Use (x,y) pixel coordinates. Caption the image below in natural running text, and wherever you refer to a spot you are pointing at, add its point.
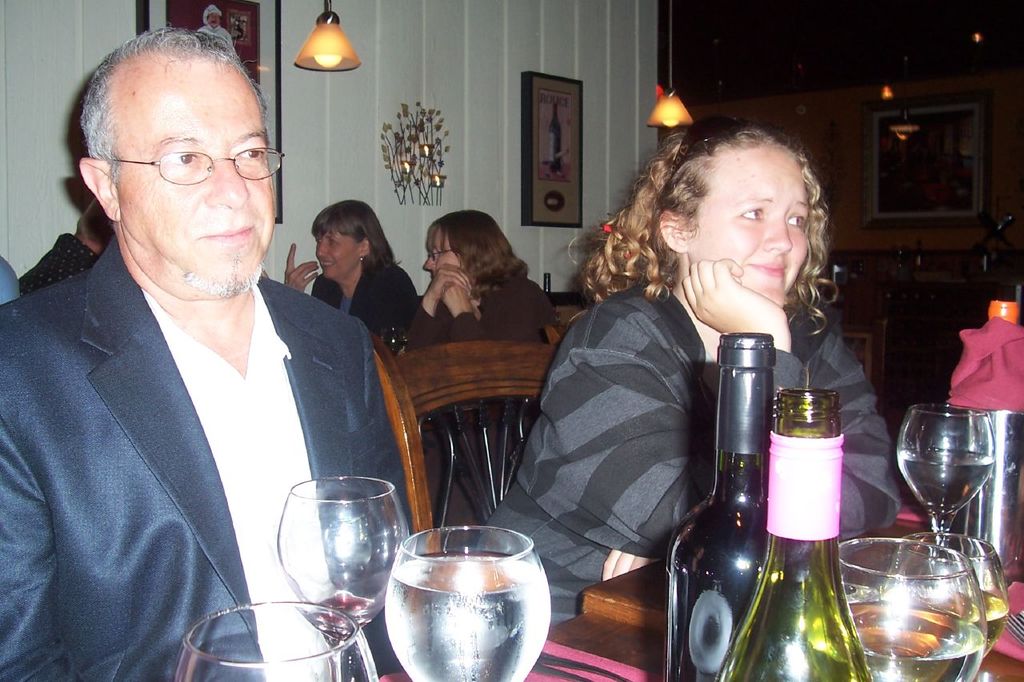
In this picture we have two people (201,224) sitting on the chair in front of the table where we have some glasses (957,596) and bottles (833,516). Behind them there are two people (397,274) sitting on the chairs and to the wall (470,190) there are some photo frames (269,66) and a lamp (313,55).
